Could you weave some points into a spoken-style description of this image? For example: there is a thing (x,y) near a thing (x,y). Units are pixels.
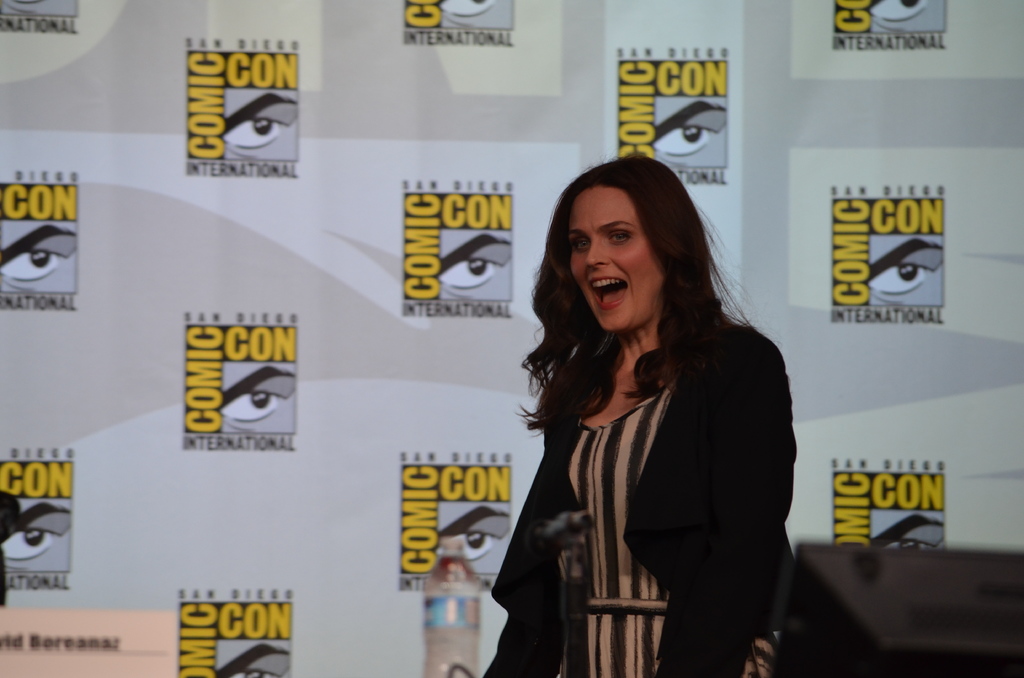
In this image we can see a woman (666,451). At the bottom (552,533) there is a mic (552,533) with mic stand (577,674). Also there is a bottle (431,597). In the background (212,235) there is a wall (745,91) with logos (923,252) and something is written.
